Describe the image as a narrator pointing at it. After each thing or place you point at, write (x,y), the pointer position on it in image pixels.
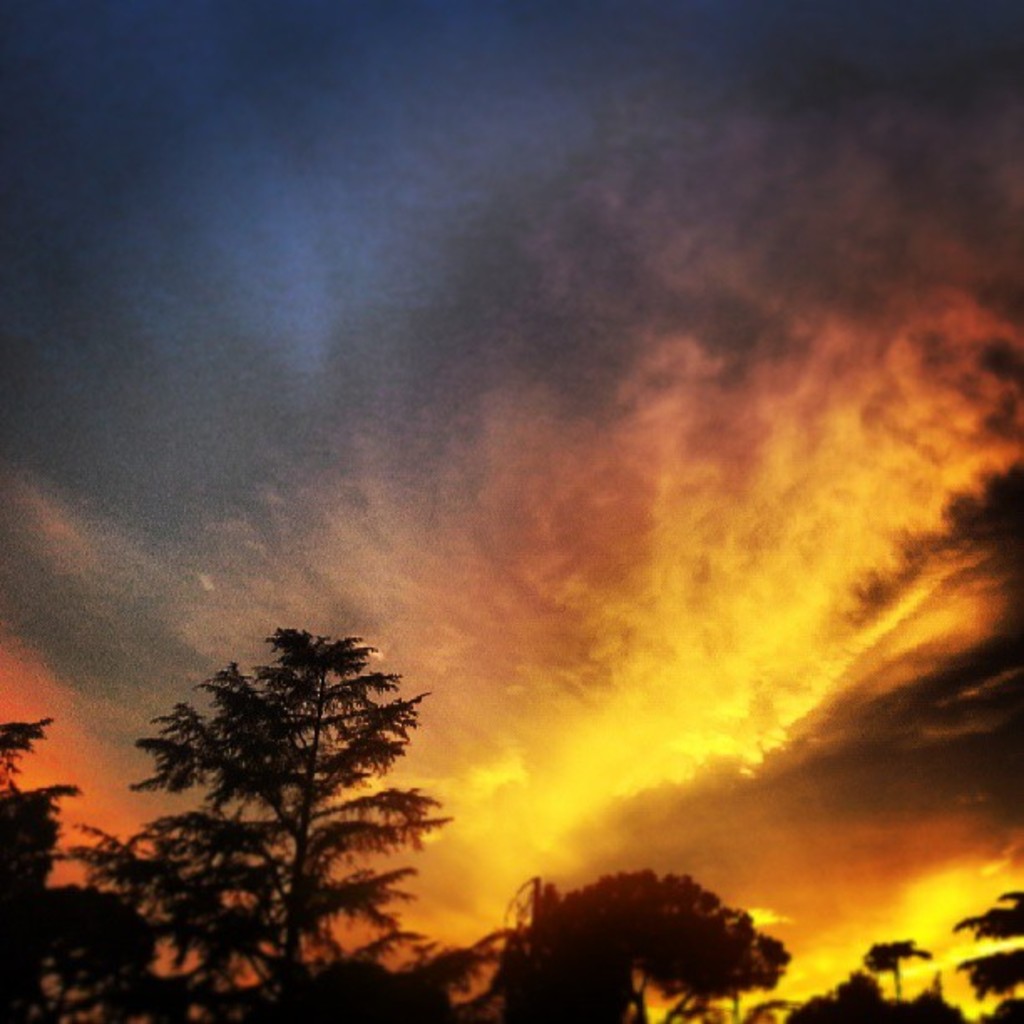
In this picture we can see few trees (324,704) and clouds (909,688).
